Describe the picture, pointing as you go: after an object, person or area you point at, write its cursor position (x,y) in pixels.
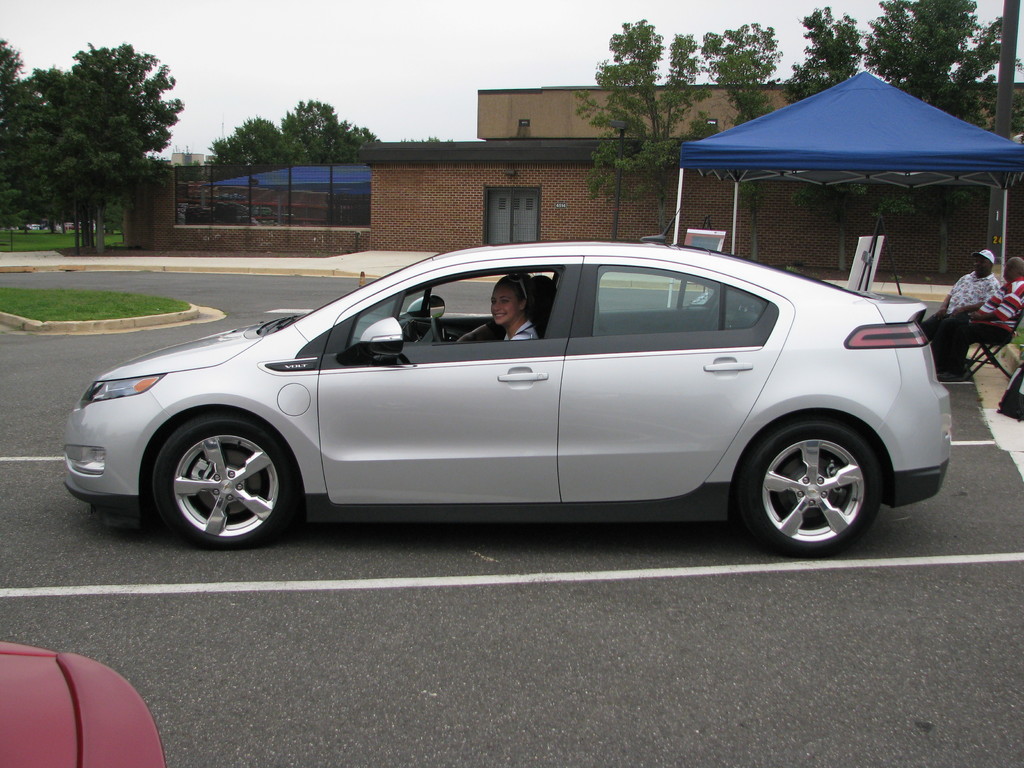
In this picture I can see couple of them (977,337) sitting in the chairs (984,352) and I can see a tent (766,165) and couple of cars (468,376) and I can see a woman (515,317) sitting in the car (560,319) and I can see a buildings (475,169) and few trees (307,128) and I can see cloudy sky (412,30) and I can see couple of boards (868,247).
